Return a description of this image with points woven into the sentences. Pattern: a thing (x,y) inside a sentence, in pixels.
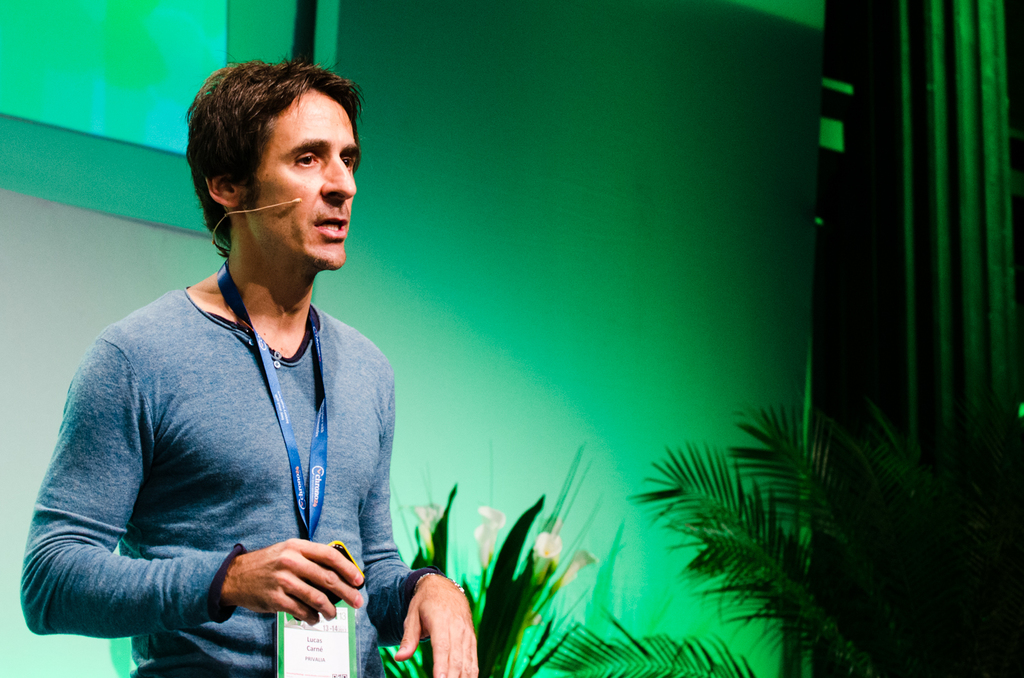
In this image on the left side (279,515) we can see a man (319,582) is holding an object (346,552) in his hand (292,565) and there is a microphone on his head (306,202). In the background (731,528) we can see plants (774,474), objects (915,152) and screen (58,30) on the wall (655,265).
